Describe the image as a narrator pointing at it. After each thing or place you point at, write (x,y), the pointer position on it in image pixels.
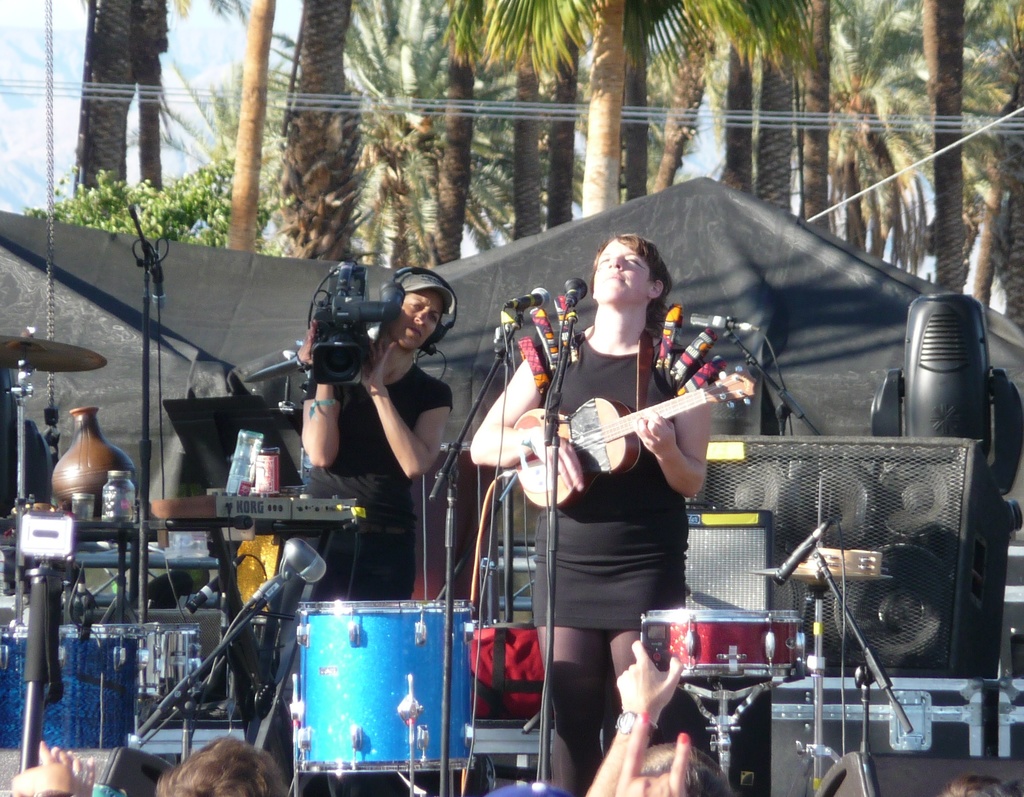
In this image I can see two person (420,428). The woman (579,373) is holding a guitar (530,477). At the back side (419,412) the woman (304,353) is holding a camera (331,309). There are some musical instrument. At the back side (413,121) there is a trees (543,86).
